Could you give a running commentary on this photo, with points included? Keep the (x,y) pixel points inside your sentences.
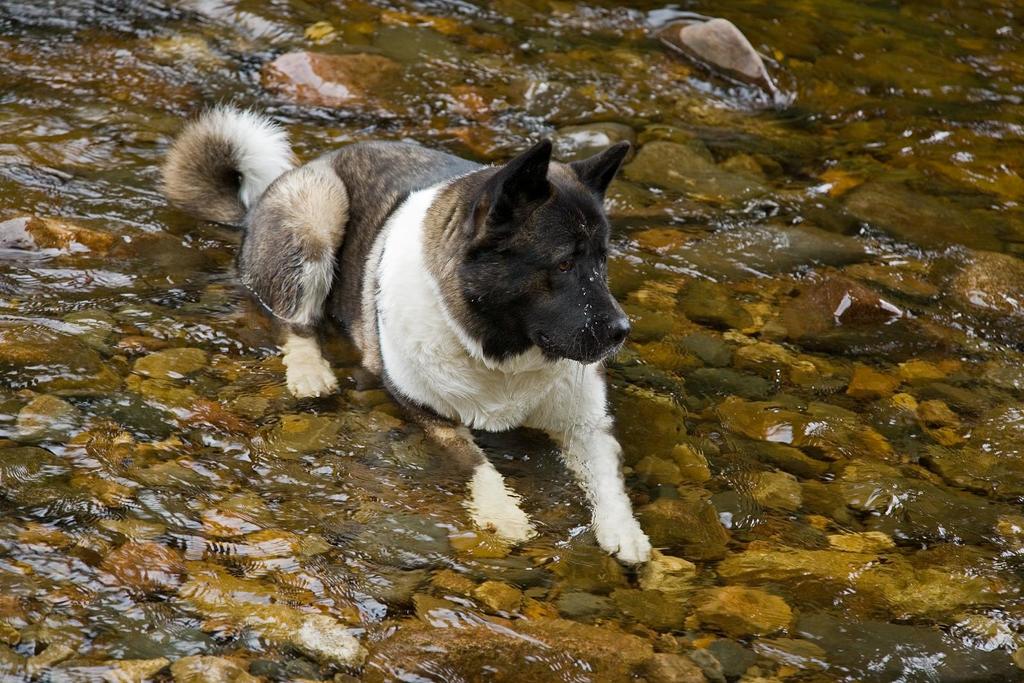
In the middle of this image (512,335), there is a dog (512,335) sitting on the stones (190,266) which are in the water (322,141). In the background (734,138), there are stones (367,85) in the water (835,48).
